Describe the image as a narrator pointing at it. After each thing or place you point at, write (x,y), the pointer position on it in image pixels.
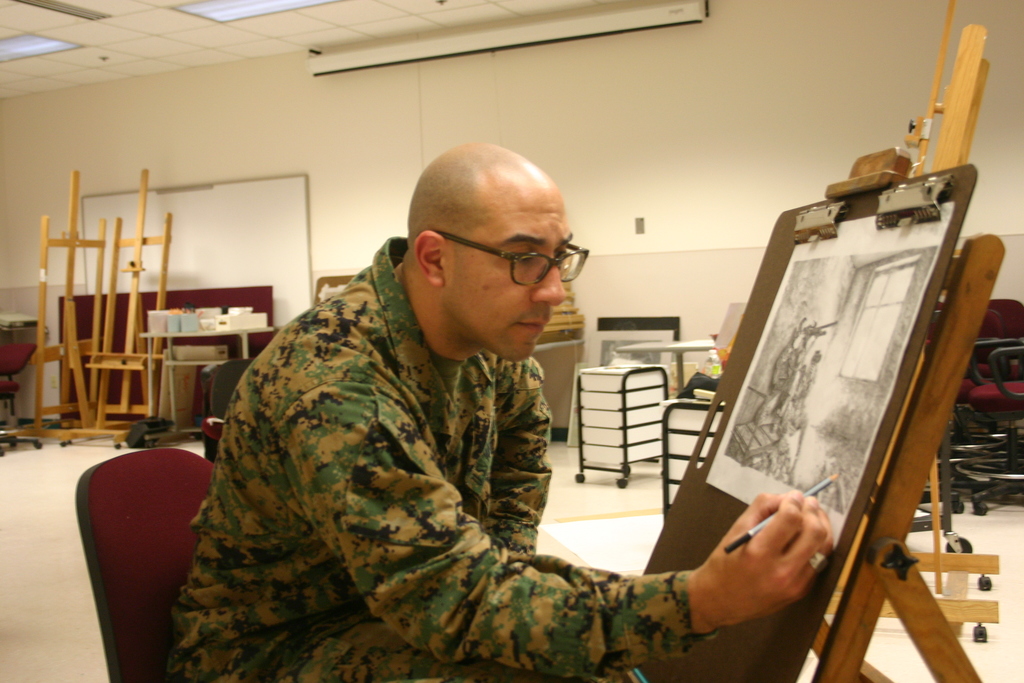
In this image there is a man (445,339) sitting on the chair (168,502), he is holding an object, there is a board (832,572) towards the bottom of the image (759,467), there is a paper (820,356) on the board (857,505), there is a drawing (845,370) on the paper (808,357), there is floor (61,628) towards the bottom of the image (53,641), there are objects (77,402) on the floor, there is a wall (712,159), there is roof (236,24) towards the top of the image (216,28), there are lights (193,8), there is a table (220,341), there are objects (192,326) on the table (221,336).
